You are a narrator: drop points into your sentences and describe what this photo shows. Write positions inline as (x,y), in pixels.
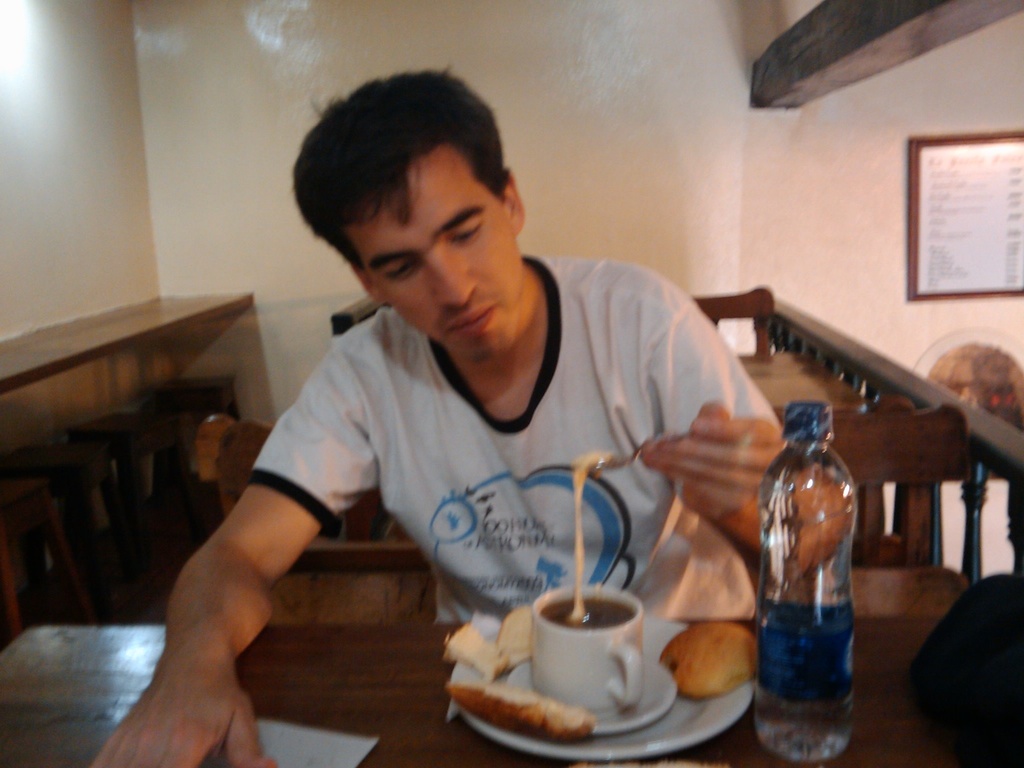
Here a man (485,511) is sitting and holding spoon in his hand (678,472). On the table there is a cup (621,655) with saucer (634,704) and some bread (725,673) and a water bottle (762,605).
